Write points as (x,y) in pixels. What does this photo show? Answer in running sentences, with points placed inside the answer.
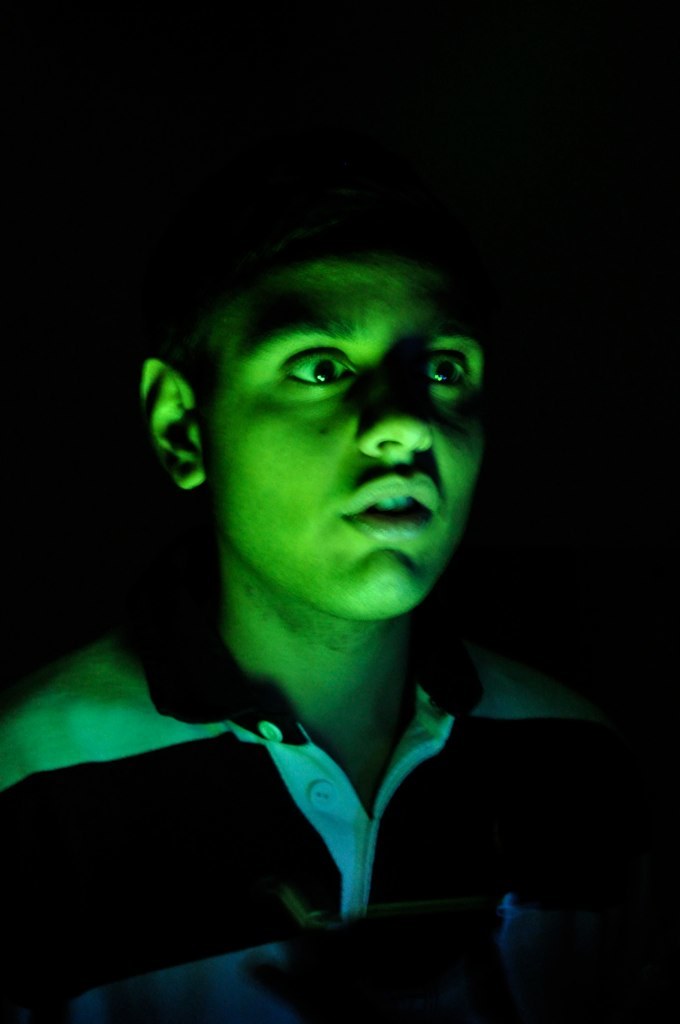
In the picture we can see a boy (240,535) wearing a T-shirt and his face expression (437,315) is in a reaction of stun and a green color focus light (406,486) on his face (445,309).
